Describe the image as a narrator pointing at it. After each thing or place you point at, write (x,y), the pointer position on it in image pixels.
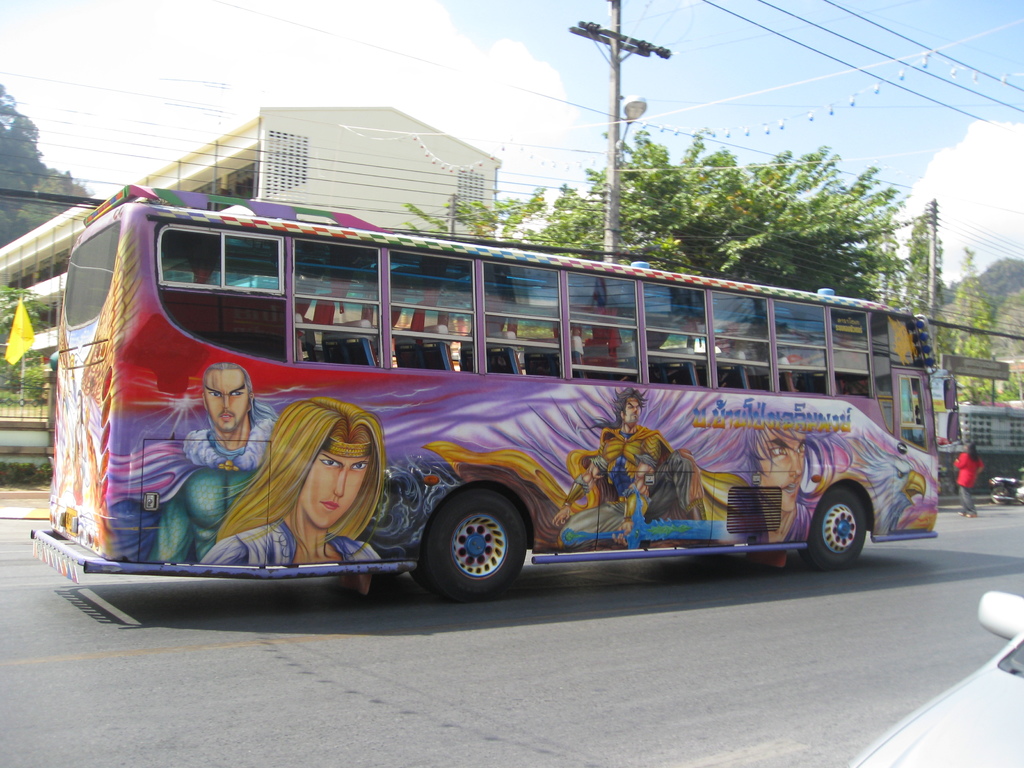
In this image we can see there is a bus (412,497) with cartoon art (316,475) on it, behind that there are buildings (402,194), trees (715,243) and electrical poles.
